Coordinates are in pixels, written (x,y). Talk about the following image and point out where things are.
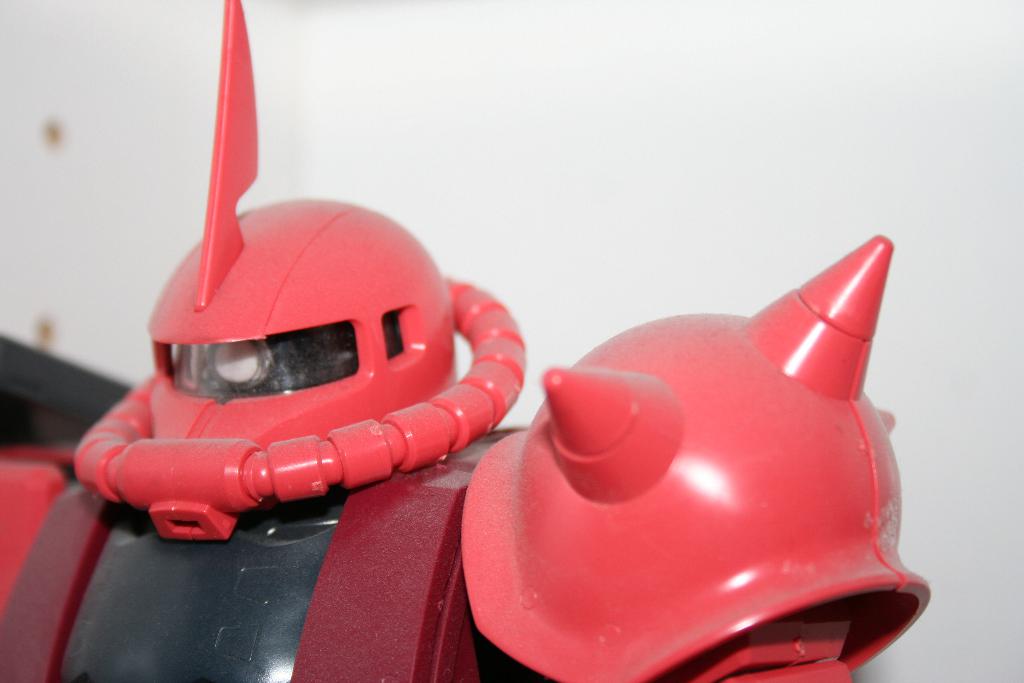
In this image we can see a robot (433,516). In the background of the image (485,161) there is a wall (548,138).
